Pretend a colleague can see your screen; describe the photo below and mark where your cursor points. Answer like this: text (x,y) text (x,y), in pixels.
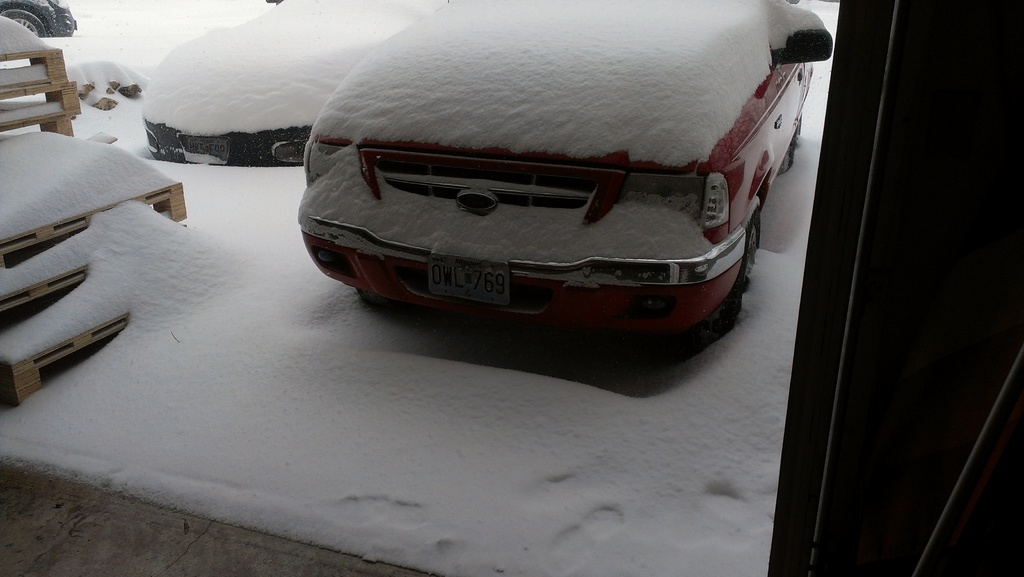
In this image we can see a few vehicles (424,293) covered with the snow (442,437), on the left side of the image (19,387) we can see an object (26,375), which looks like a staircase (25,333) and right side of the image (851,556) is dark.
